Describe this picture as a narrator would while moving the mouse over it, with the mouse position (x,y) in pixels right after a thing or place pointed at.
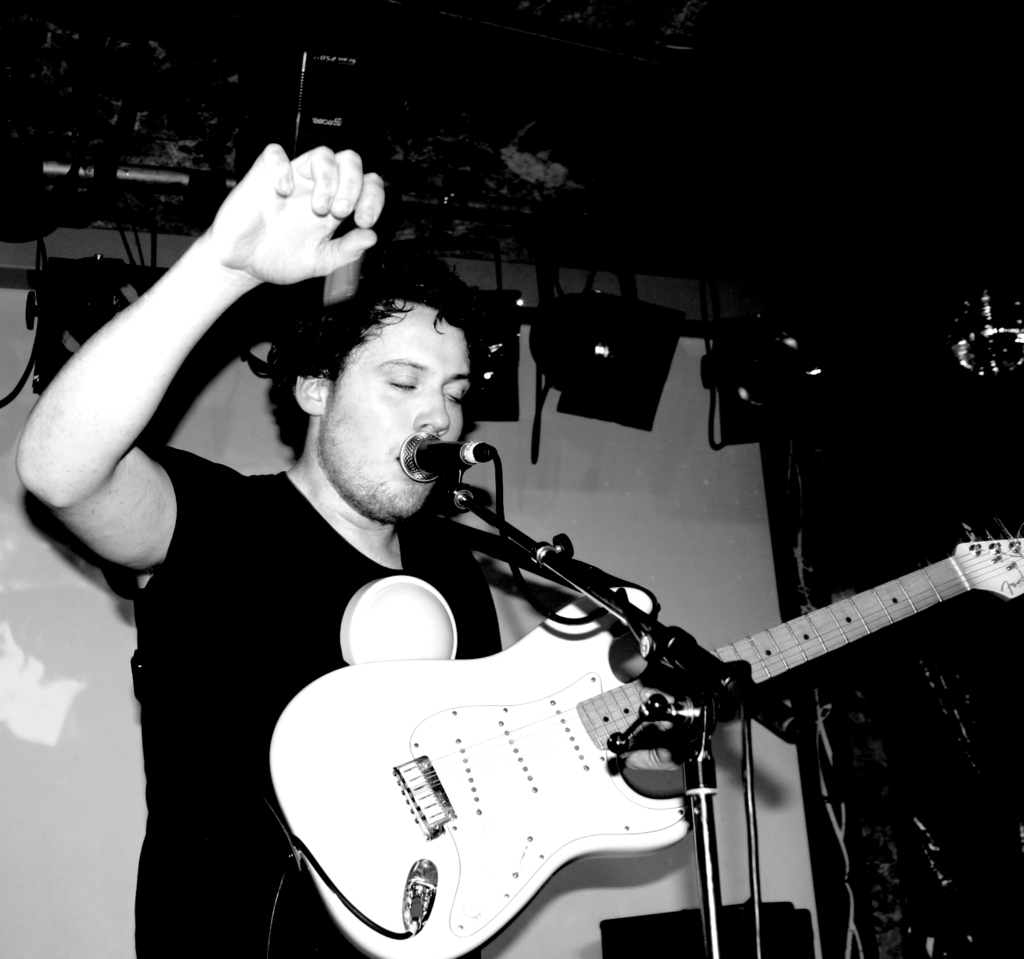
In this picture there is a man (343,586) holding a guitar (357,749). He is singing. There are few objects (599,325) at the background (299,106).
